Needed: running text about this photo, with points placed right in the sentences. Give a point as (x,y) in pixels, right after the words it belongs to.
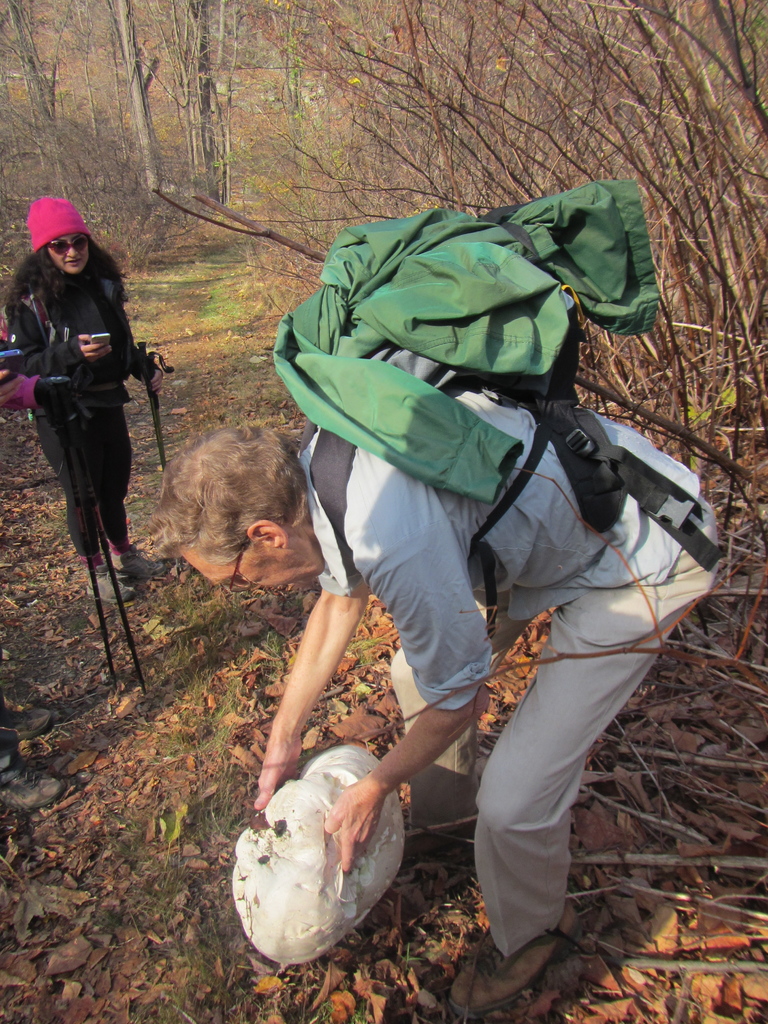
In the center of the image (453,566) a man (416,507) is bending and wearing bag (526,391) and holding an object (363,851). On the left side of the image (83,328) we can see a lady (105,367) is standing and holding mobile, stick (145,361) in her hands (80,341) and wearing goggles (59,250), hat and also we can see a person hand (29,381), holding a stick (130,632). In the background of the image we can see some trees (308,281). At the bottom of the image (115,886) we can see some dry leaves (153,878), sticks (722,909) and ground (177,948).
